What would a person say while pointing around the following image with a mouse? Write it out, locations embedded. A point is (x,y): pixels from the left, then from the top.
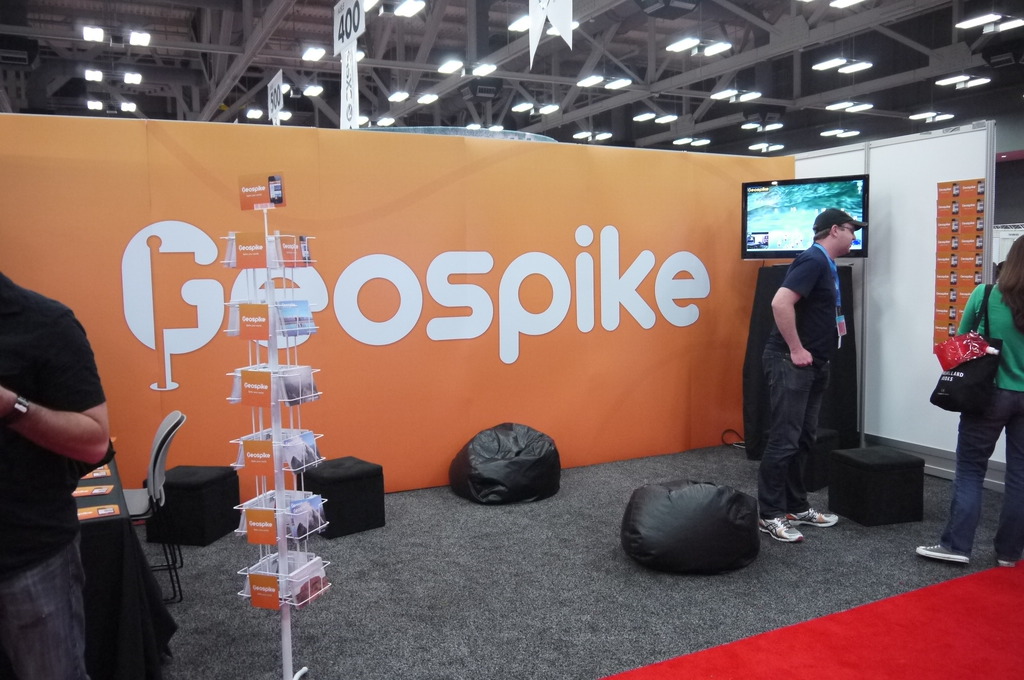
In this picture we can see three people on the ground (616,578), woman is wearing bags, here we can see a television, bean bags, stools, chair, table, on this table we can see posters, here we can see a stand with name cards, banner (633,451), wall (624,433), name boards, lights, rods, roof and some objects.
